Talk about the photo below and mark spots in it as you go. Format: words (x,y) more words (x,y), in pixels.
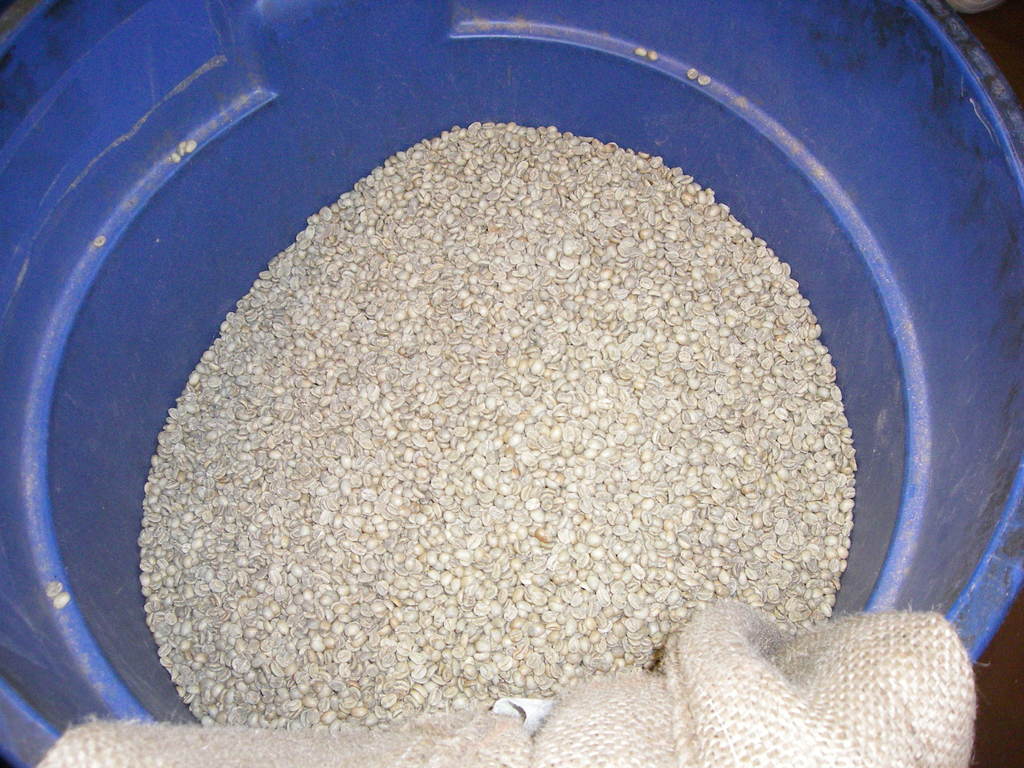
In this image there is a tub (25,311), and in the tub (1015,316) there are some tiny objects (673,470). And at the bottom of the image (707,733) there is a bag (738,728).
